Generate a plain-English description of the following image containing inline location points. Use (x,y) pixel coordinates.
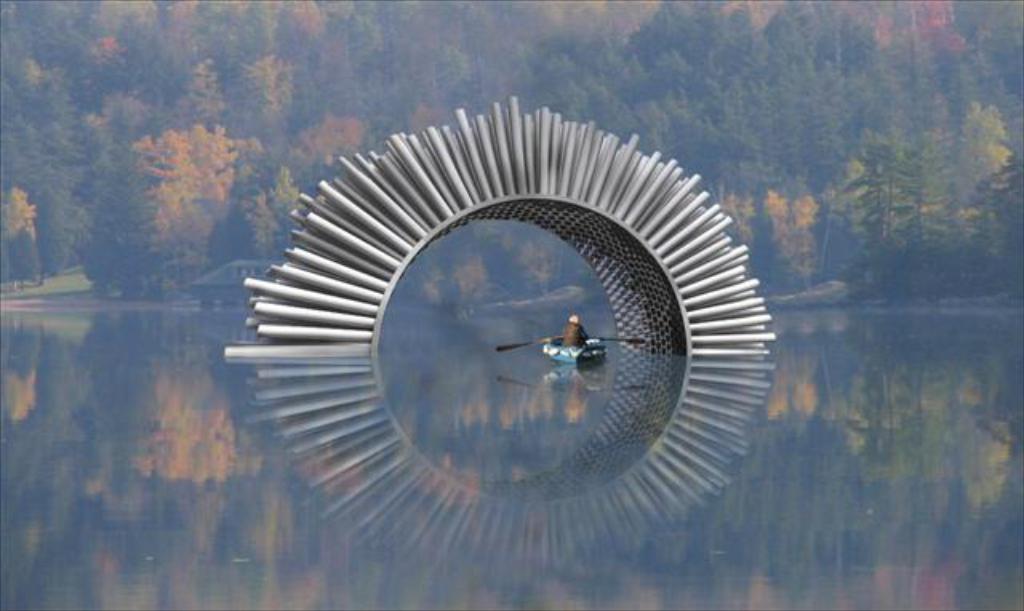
In-between of this water (542,454) there is an arch (693,326). Person (569,337) is on boat (573,349). Far there are trees (958,133).
